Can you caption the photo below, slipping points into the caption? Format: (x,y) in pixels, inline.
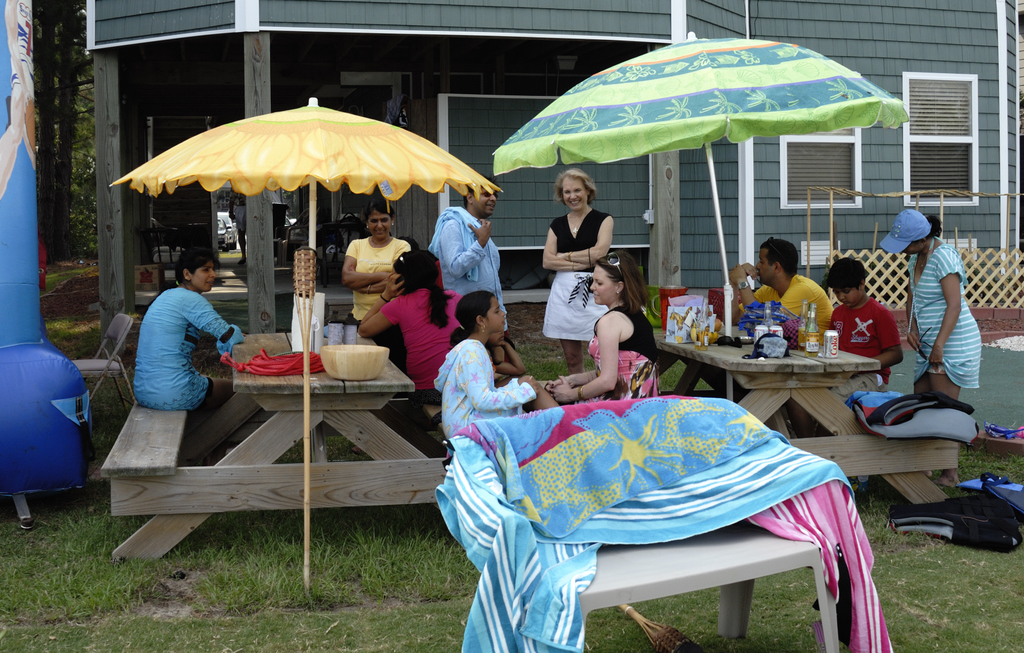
In the picture the people (592,296) are seated on the outside of the house (761,168) and there are two umbrellas (409,177) in the picture under them there are tables (312,396) and chairs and in the right corner of the picture (948,372) one woman (958,381) is standing and she is wearing a cap (906,235) and blue dress (944,310) and in the middle of the picture (576,300) one woman (579,323) is wearing a white skirt (573,281) and black shirt (590,240), beside her a man (473,276) is standing in a blue shirt (489,280) and in the center of a picture there is a table (600,593) covered with towels (540,568) and back side of the house (107,237) there are many trees (69,220).
